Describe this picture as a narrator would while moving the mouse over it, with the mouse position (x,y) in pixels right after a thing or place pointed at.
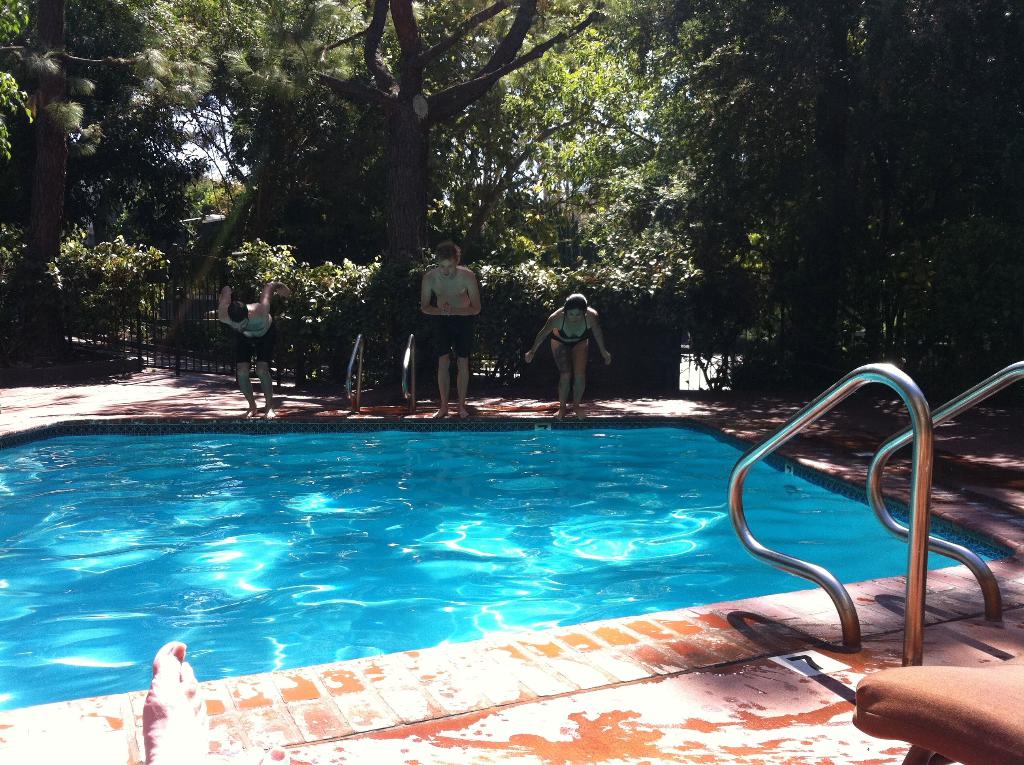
At the bottom of this image (189,682), there is a leg (146,715) of a person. On the right side (985,694), there is an object (967,692) and there are two handles (923,491) attached to the floor (940,612). Beside this floor (724,637), there is a swimming pool (572,472). In the background (470,277), there are three persons (255,317) ready to dive into the swimming pool (481,463), there is a fence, there are trees (313,229) and plants (741,269) on the ground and there is sky (217,144).
